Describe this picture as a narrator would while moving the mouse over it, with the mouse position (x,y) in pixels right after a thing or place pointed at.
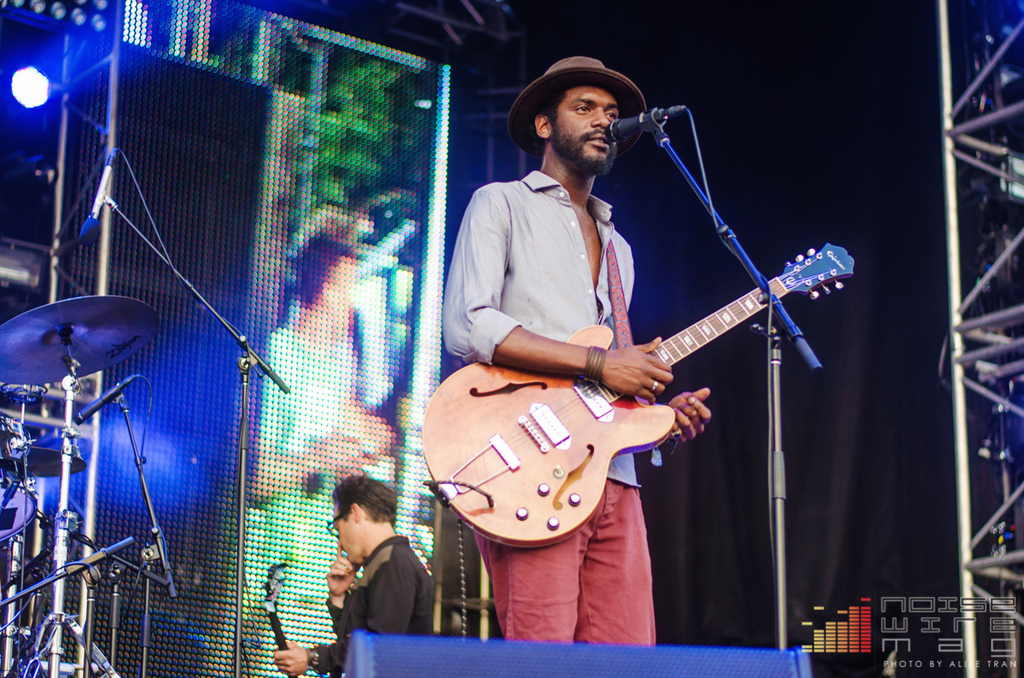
Two persons (481,318) are there. This person (562,306) standing and holding guitar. There is a microphone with stand (776,488). On the background (41,76) we can see musical instrument (4,355) and focusing lights (33,93).
